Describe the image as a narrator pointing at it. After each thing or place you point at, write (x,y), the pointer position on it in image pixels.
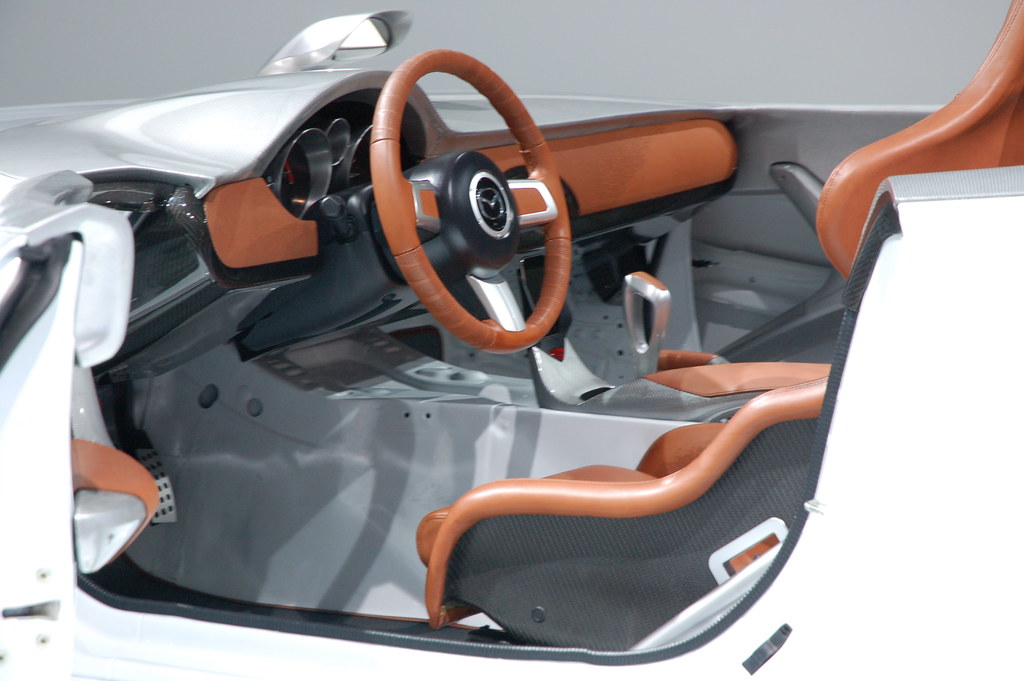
In this picture there is a vehicle (553,481) in the white color. At the back (79,64) there is grey color background (825,30).
